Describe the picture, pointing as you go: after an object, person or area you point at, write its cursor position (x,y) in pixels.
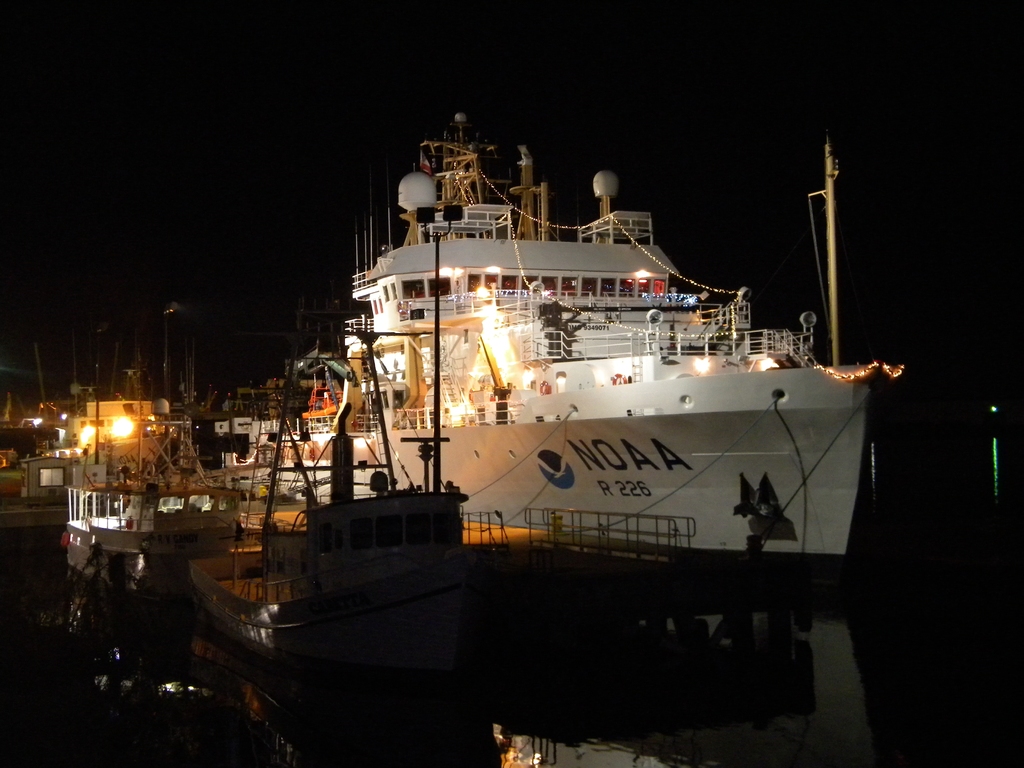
In this image I can see fleets of boats (257,640) in the water (688,665). On the top (375,133) I can see the sky (392,131). This image is taken during night may be near the lake (630,689).
